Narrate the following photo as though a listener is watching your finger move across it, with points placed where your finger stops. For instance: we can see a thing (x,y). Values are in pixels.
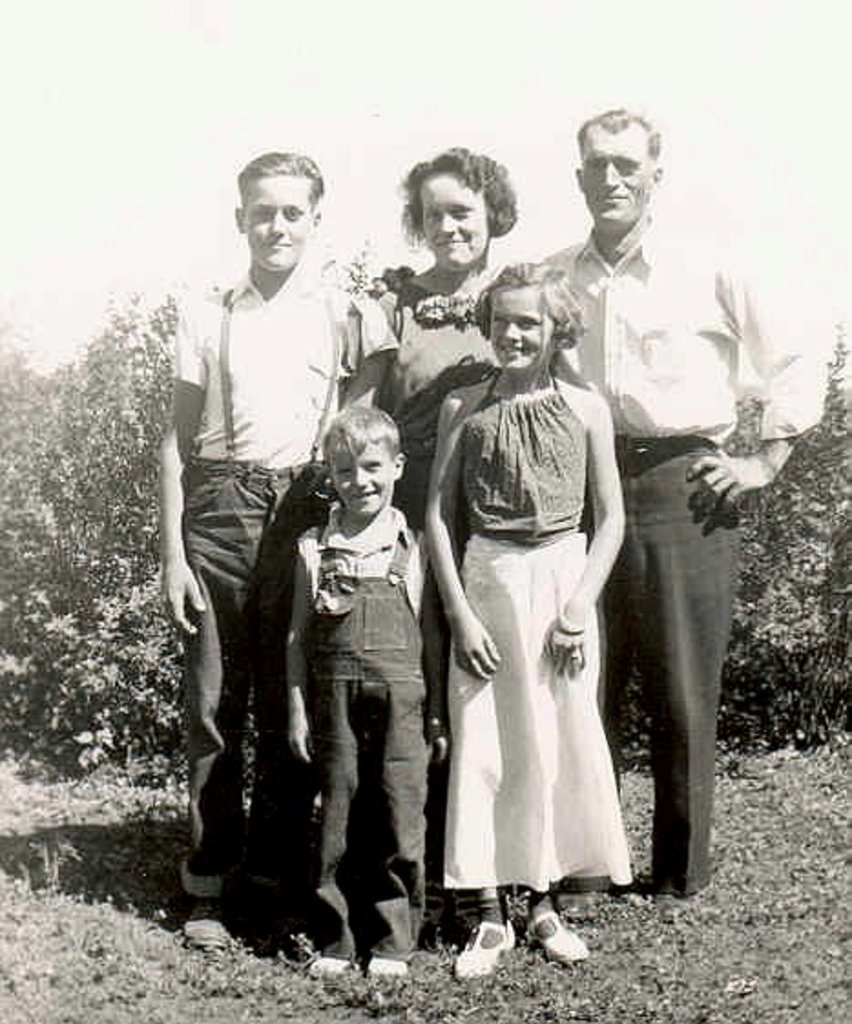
This is an old black and white image. There are five people (382,337) standing and smiling. This is the grass (147,893). These are the trees (155,534).
